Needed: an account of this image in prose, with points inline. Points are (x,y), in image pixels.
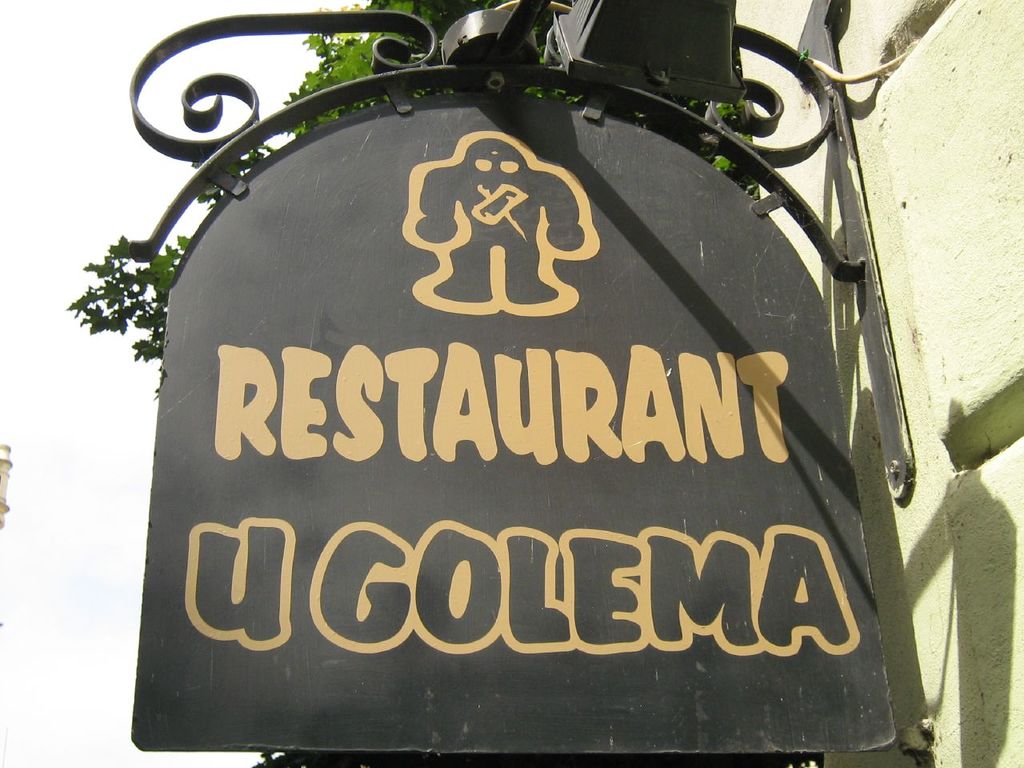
In this image there is a name board (788,418) with a iron grill (829,90) is fixed to the wall (871,153), and in the background (116,163) there is a tree (543,62) and sky (50,225).
